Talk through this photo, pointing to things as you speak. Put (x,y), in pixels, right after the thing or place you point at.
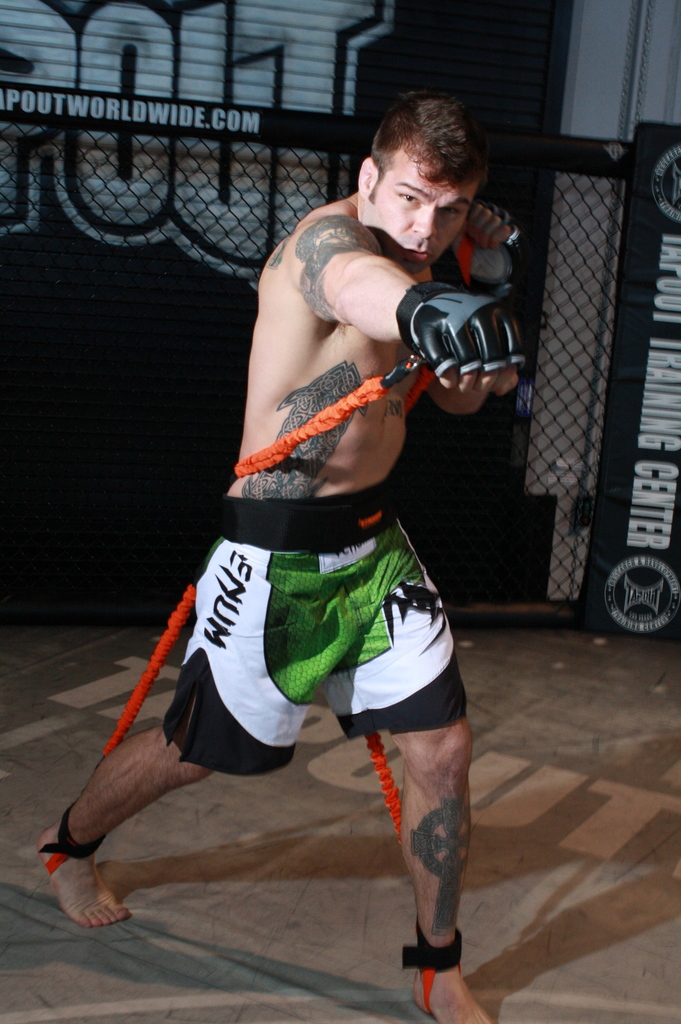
In this image we can see a person (301,611) wearing short (399,629), gloves (428,312) holding rope (355,395) in his hands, standing and in the background of the image (54,272) there is fencing (600,454), shutter (380,95).
